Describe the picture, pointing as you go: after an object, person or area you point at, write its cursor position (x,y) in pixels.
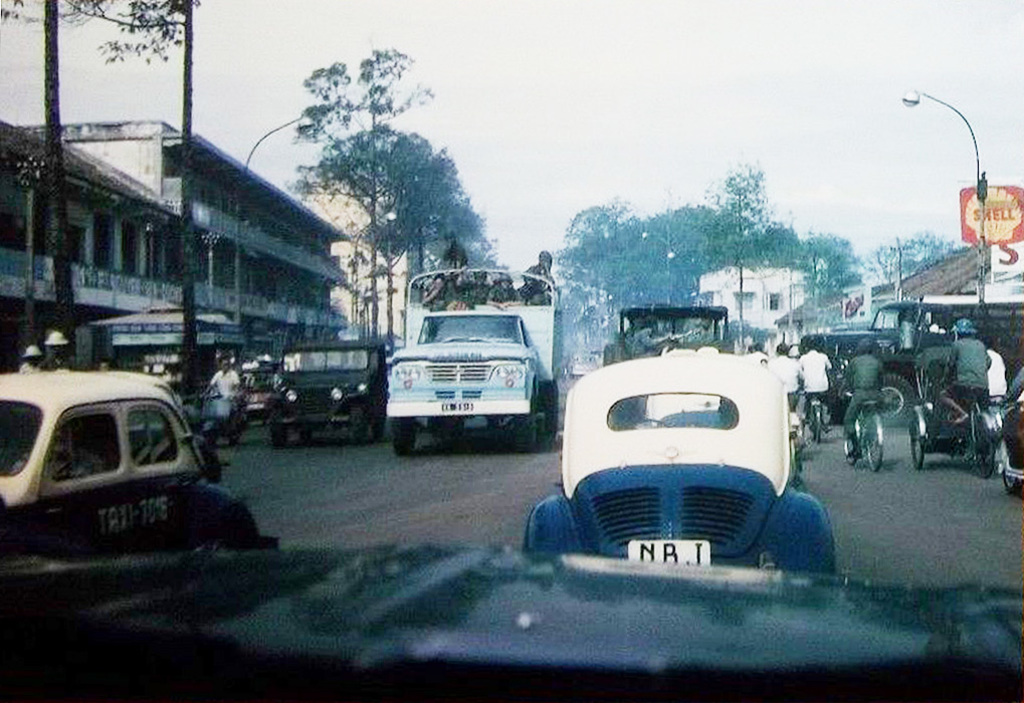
In this image in front (308,585) there are vehicles (493,416) on the road (489,473). In the background of the image (13,243) there are buildings (275,249), trees (581,224), street lights (982,304) and sky (642,57).
